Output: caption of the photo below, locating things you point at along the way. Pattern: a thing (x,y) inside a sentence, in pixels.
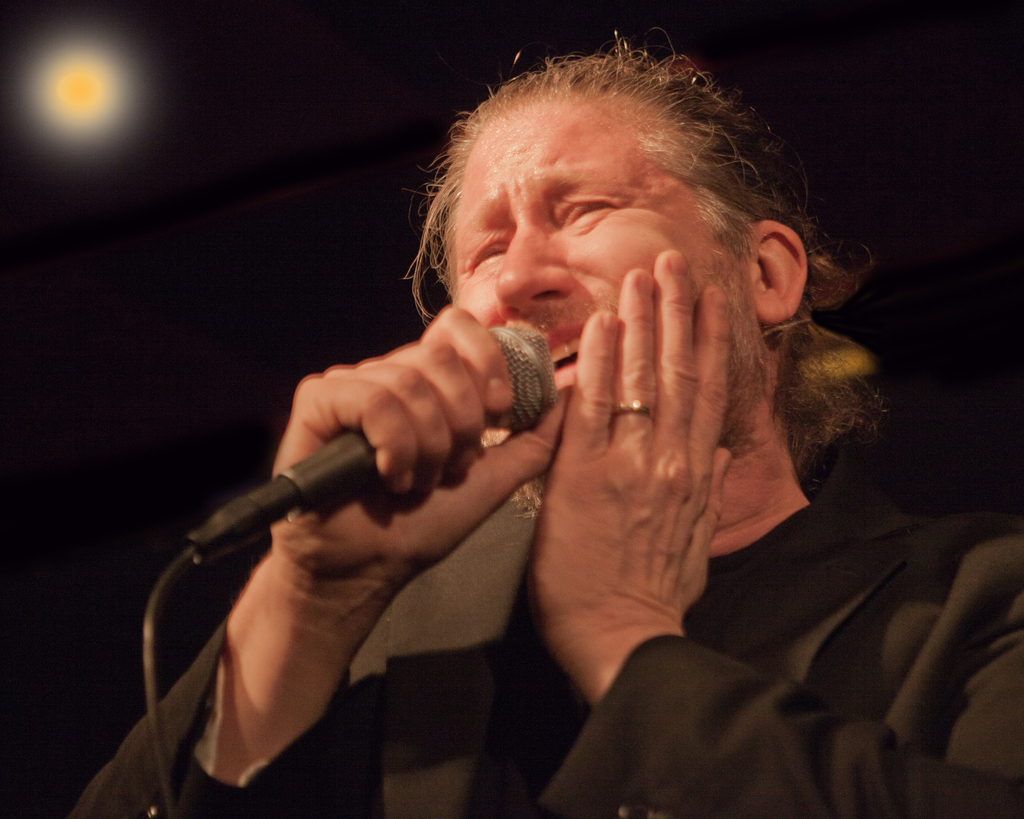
In this image we can see a man (554,222) holding a mic (382,473) and it looks like he is singing and in the background (209,75) the image is dark and we can see a light (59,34) which looks like the moon (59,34).
